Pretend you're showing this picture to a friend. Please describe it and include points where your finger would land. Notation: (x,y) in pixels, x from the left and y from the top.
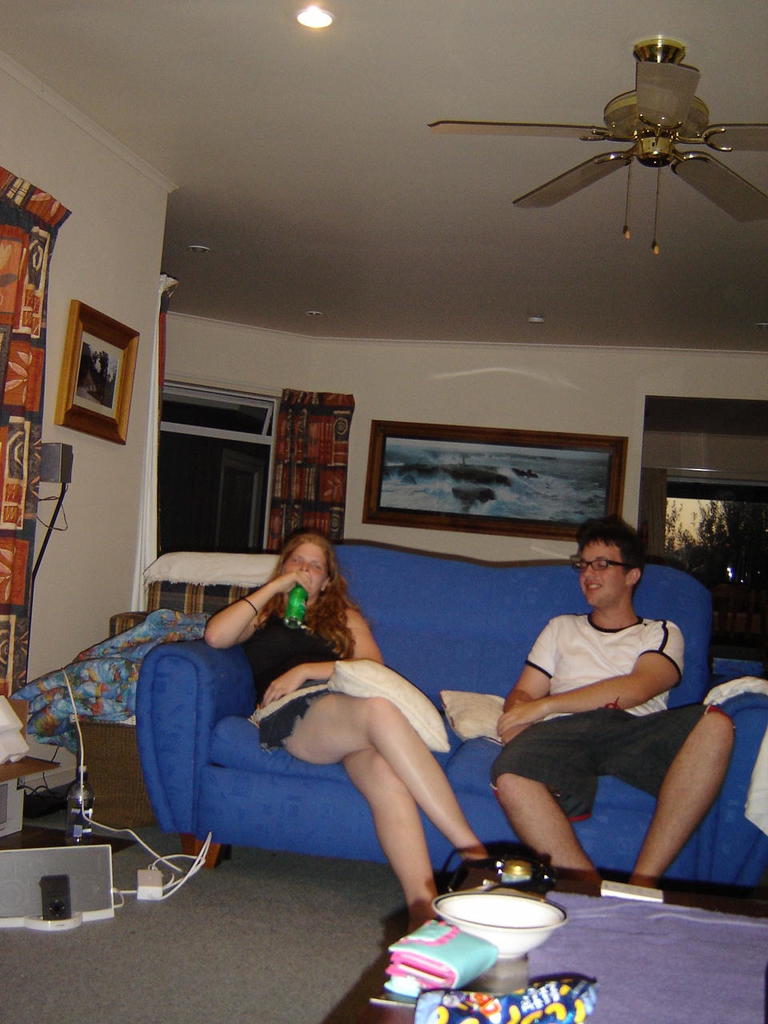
In this picture there is a woman (284,692) who is sitting on the sofa (426,826) and is holding a bottle (291,606) in her hand (279,582). There is a man (587,774) who is sitting on the sofa (435,832). There is a pillow (474,728). There is a bowl (505,957), wallet (453,962) and a cloth (666,974) on the table (656,987). There is a frame (128,374) on the wall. There is a light (308,14) and a fan (668,122) on the roof (300,25). There is a curtain (313,477) at the background (342,447). There is a blanket (105,691) and bottle (80,825). There is a tree (708,556) at the background (730,542).
